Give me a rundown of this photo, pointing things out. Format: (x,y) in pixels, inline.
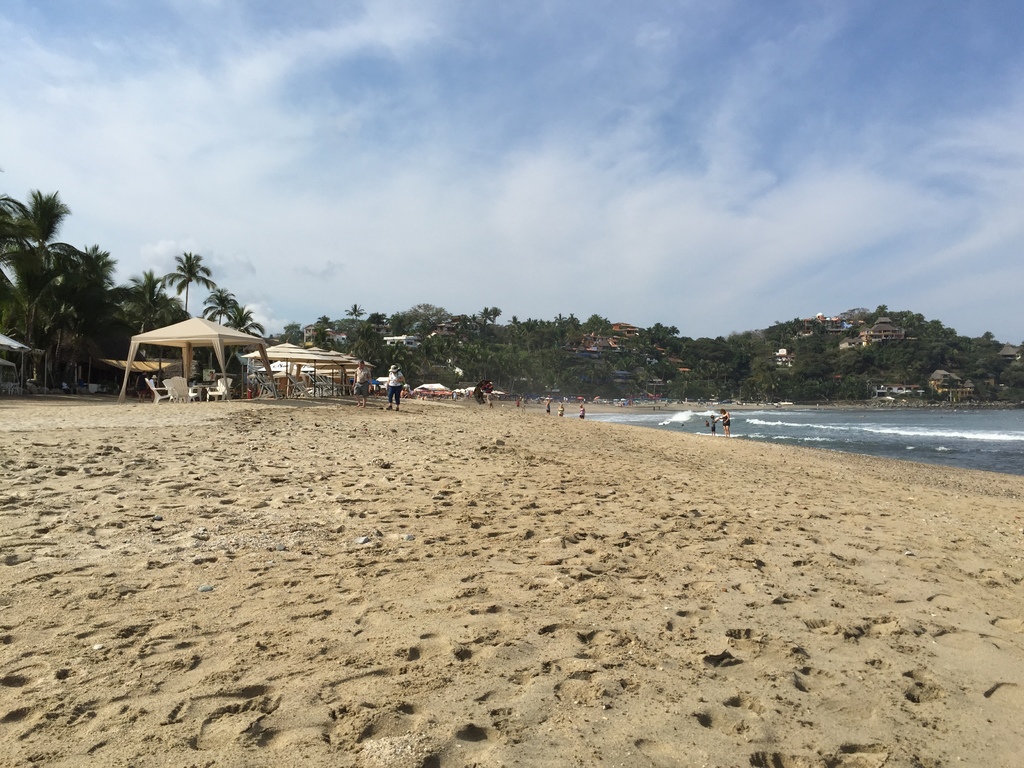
In this image we can see some huts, chairs (193,394), tables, people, trees (472,345), water (631,416), buildings (879,330) and sand (526,487), in the background (516,166) we can see the sky (548,153).
